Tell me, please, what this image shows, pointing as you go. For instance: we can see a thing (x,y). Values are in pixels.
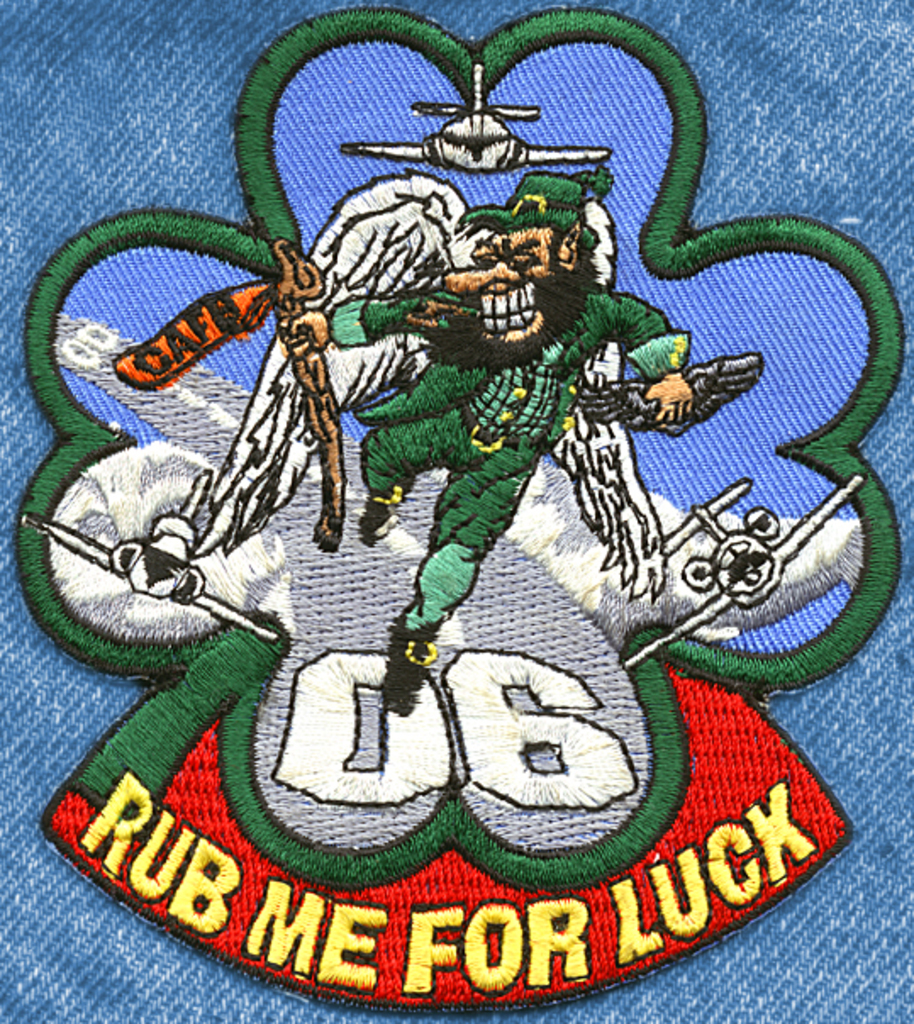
In this image we can see an embroidery (525,559) on the cloth (866,782).
